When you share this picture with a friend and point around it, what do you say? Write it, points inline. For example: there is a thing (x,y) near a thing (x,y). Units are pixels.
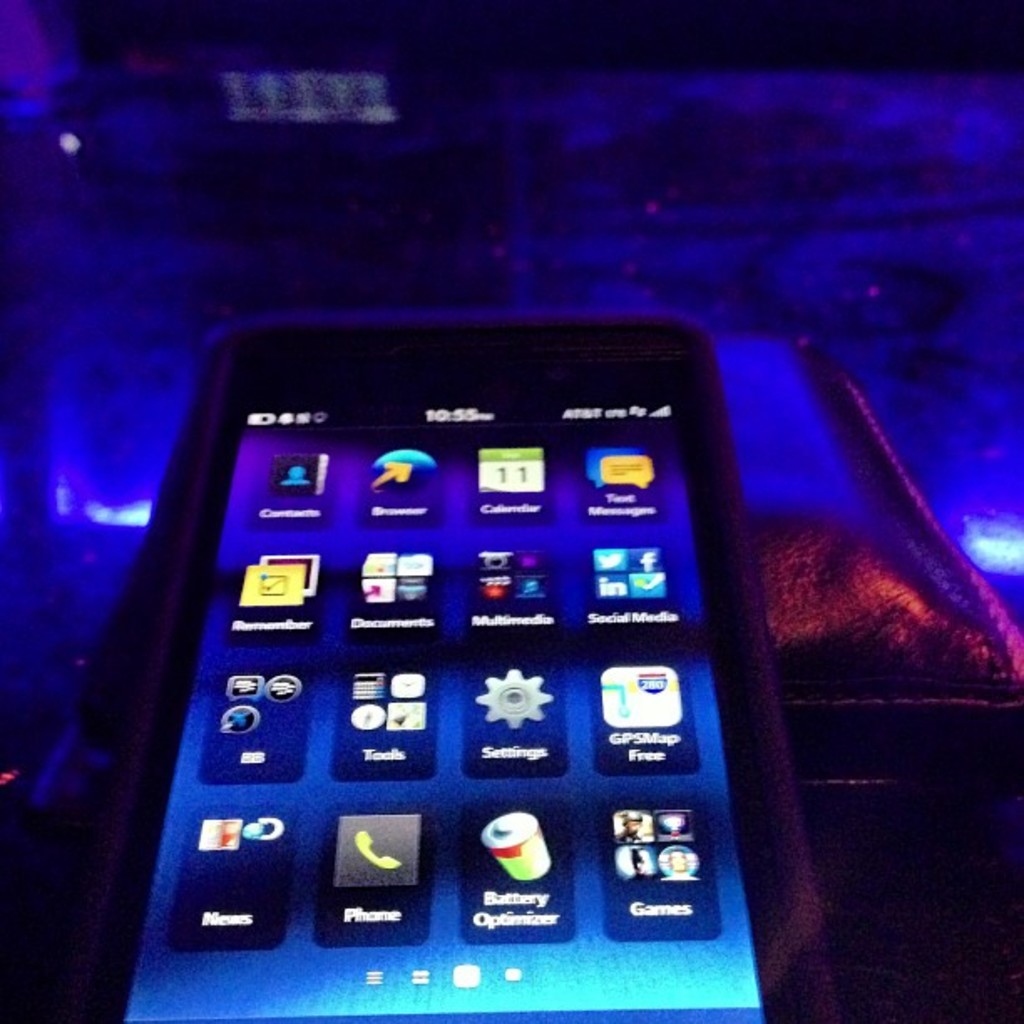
There is a phone (381,649) in the foreground area of the image (381,472) and the background (447,193) is not clear.
